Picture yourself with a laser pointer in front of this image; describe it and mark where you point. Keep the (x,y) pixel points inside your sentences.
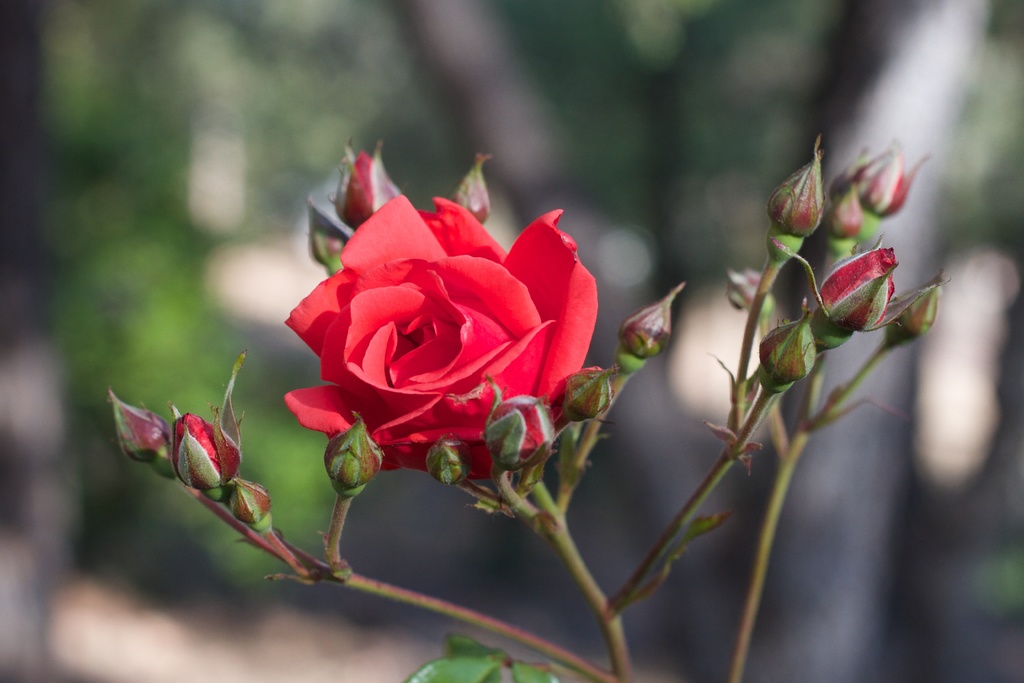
As we can see in the image there is a plant (544,418) and red color flower (453,334). The background (648,613) is blurred.
